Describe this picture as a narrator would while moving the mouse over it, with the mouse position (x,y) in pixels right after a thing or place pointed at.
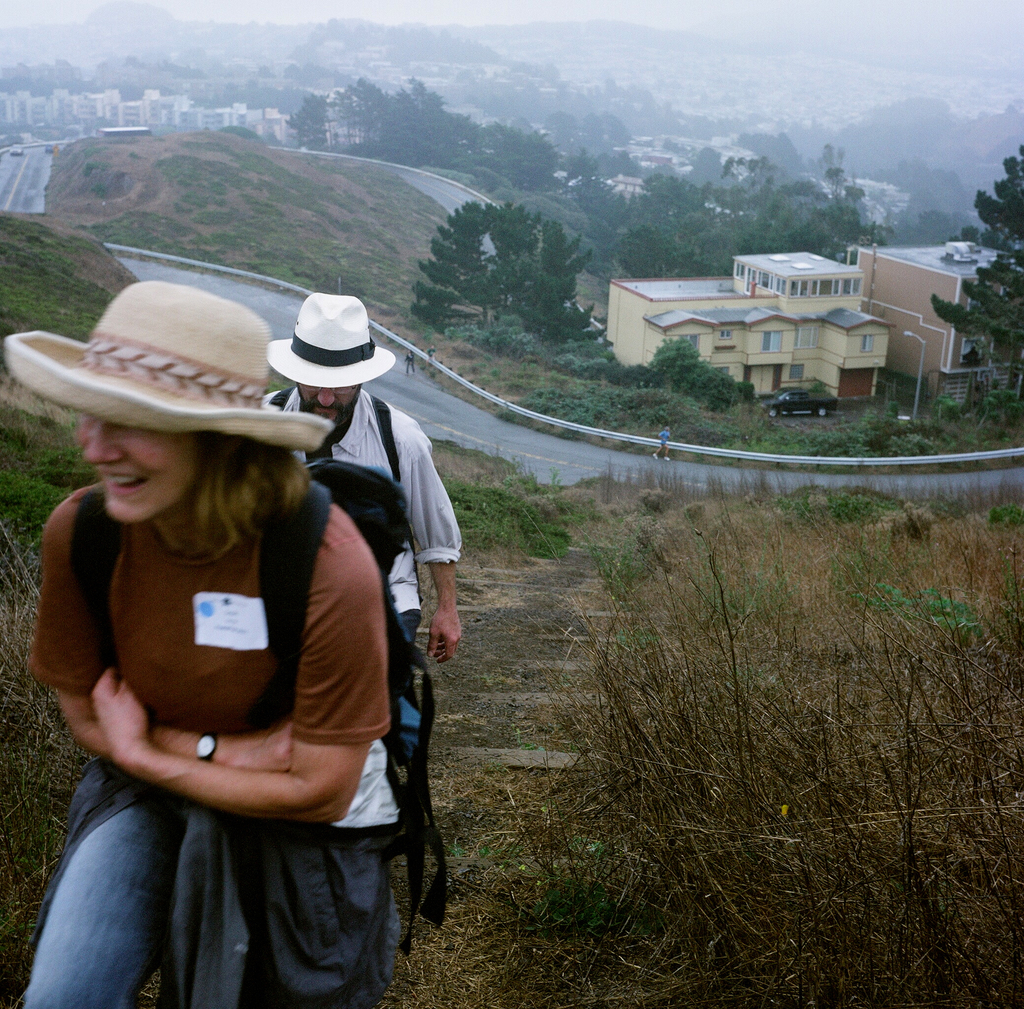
This is a picture taken in the outdoors. There are two person (265,779) are climbing the mountain (545,802). Behind the people (317,573) there is a road (561,448), trees (508,264), houses (729,331) and fog (285,37).
